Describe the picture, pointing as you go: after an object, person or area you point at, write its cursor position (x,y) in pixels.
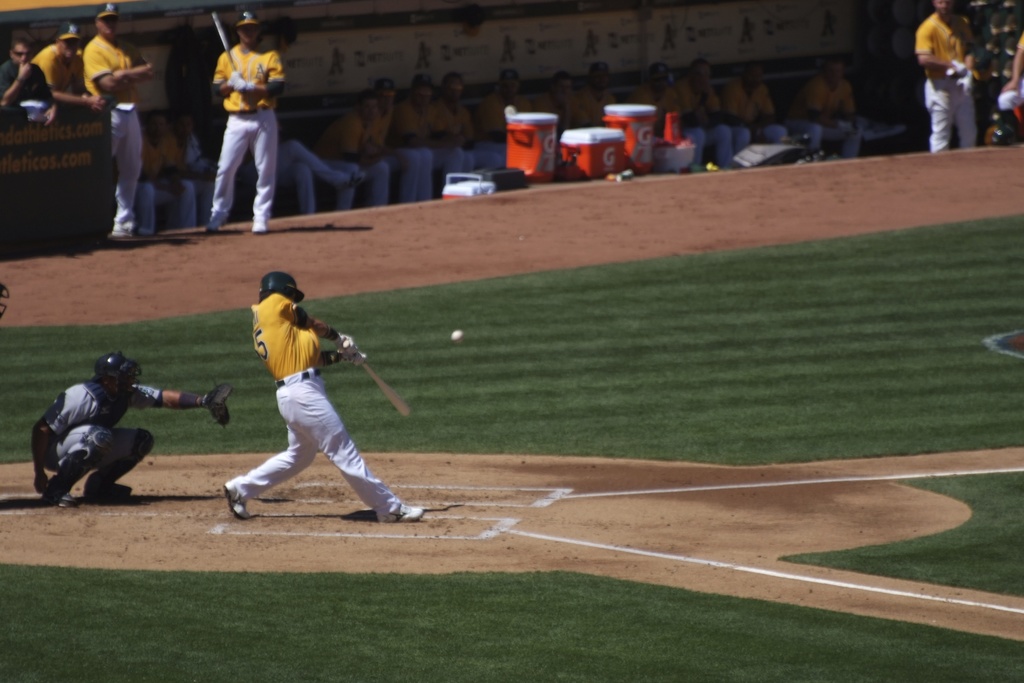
In this image we can see a few people (121,149), among them some are sitting and some are standing, we can see some people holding bats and there are some objects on the ground (468,244).
